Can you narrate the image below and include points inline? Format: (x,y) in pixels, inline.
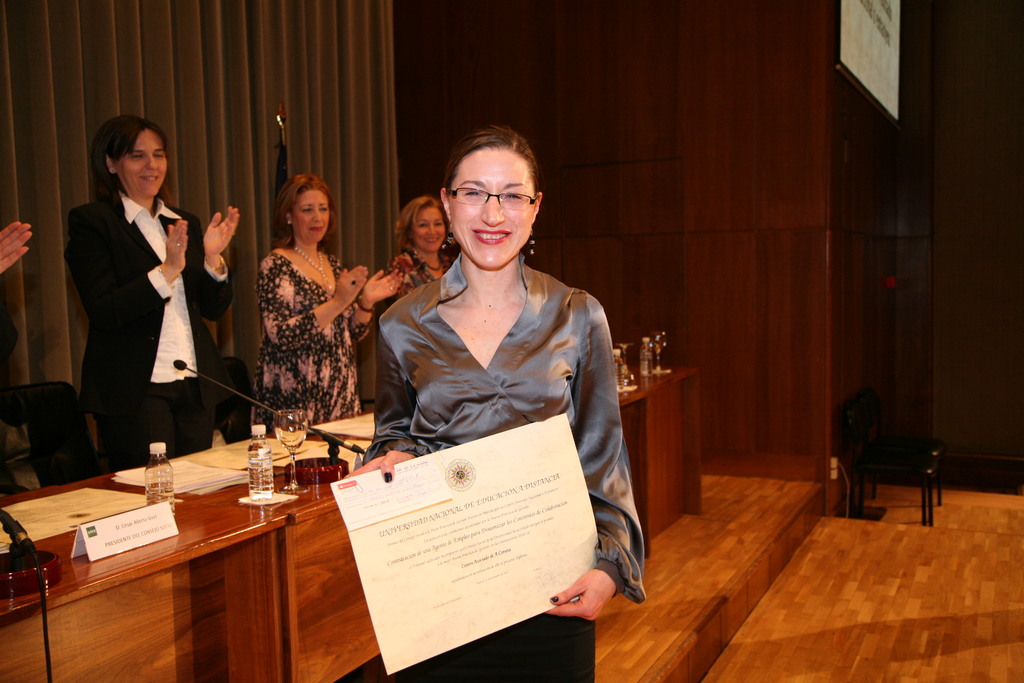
In this picture we can see in front (486,194) woman (455,228) smiling and holding certificate (497,556) in her hand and at back of her three women (226,265) smiling and clapping their hands (339,299) and in front of them there is table (35,495) and on table (329,498) we can see glasses (279,431), bottle (166,485), name boards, mics (216,383) and in background (175,71) we can see curtains (346,105), wall (783,334), chairs (855,465).
